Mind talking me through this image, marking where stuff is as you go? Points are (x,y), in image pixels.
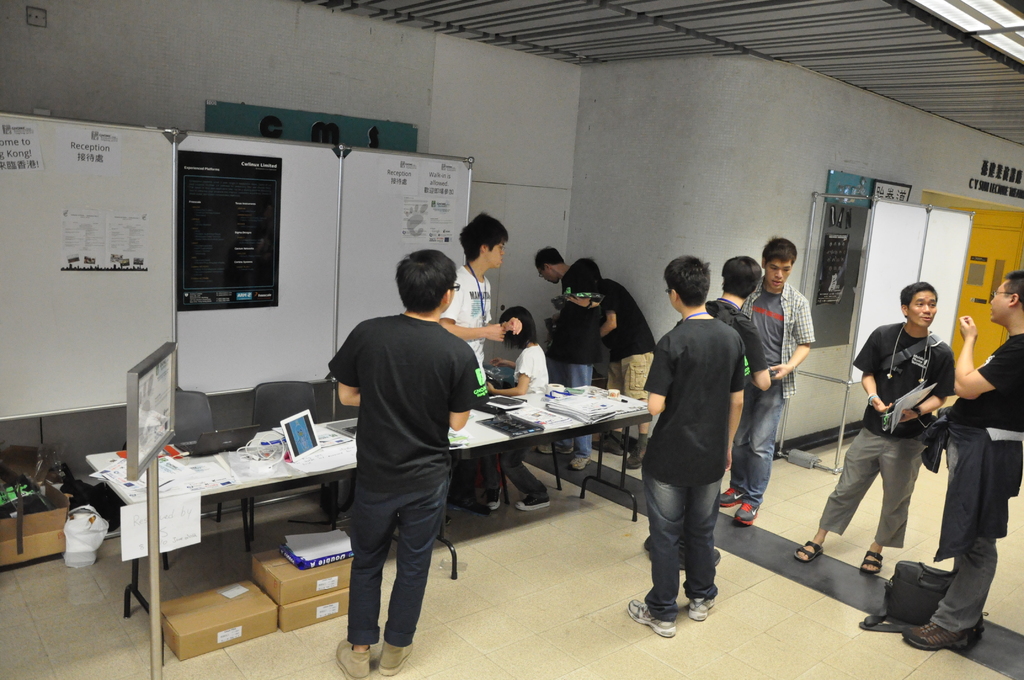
In the picture I can see a few persons (686,312) standing on the floor (935,496). I can see two men (903,350) on the right side (939,346) is having a conversation and there is a bag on the floor (922,658). I can see the tables (555,433) and stock boxes (276,557) on the floor (215,572). In the background (386,237), I can see the white boards (293,251).
